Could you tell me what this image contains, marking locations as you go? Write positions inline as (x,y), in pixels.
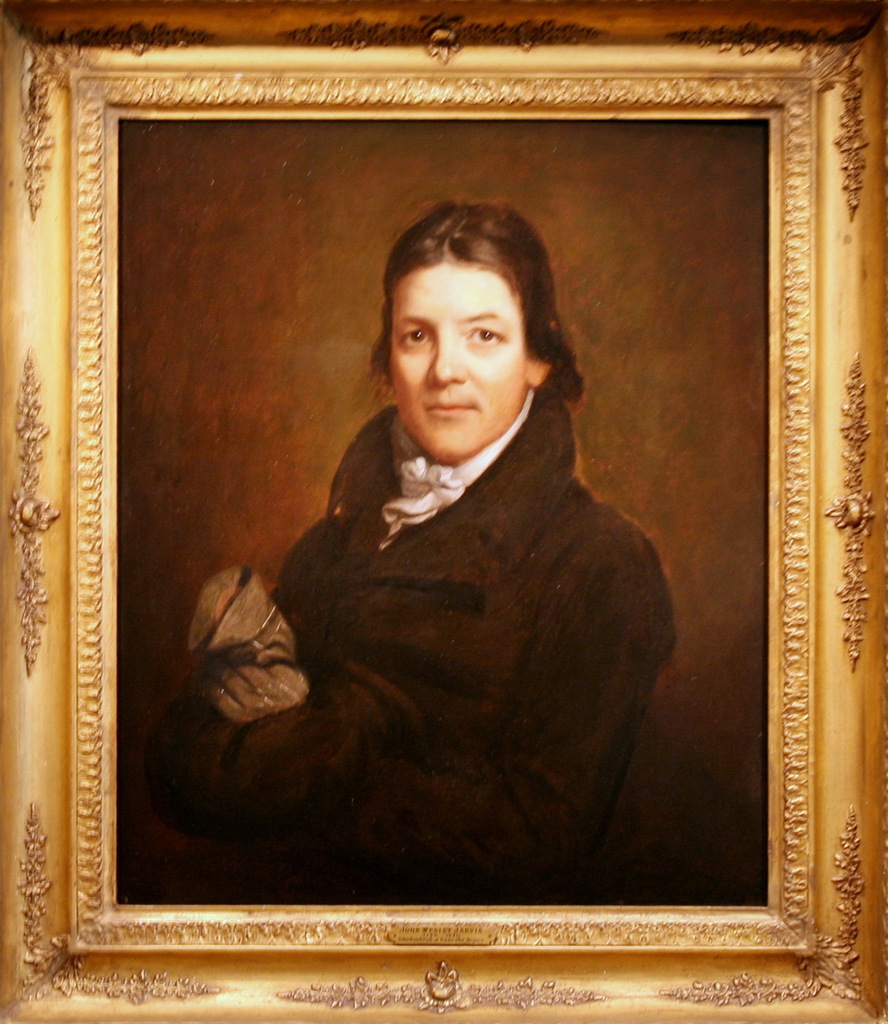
In this image there is a depiction of a person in the photo frame (822,804).
